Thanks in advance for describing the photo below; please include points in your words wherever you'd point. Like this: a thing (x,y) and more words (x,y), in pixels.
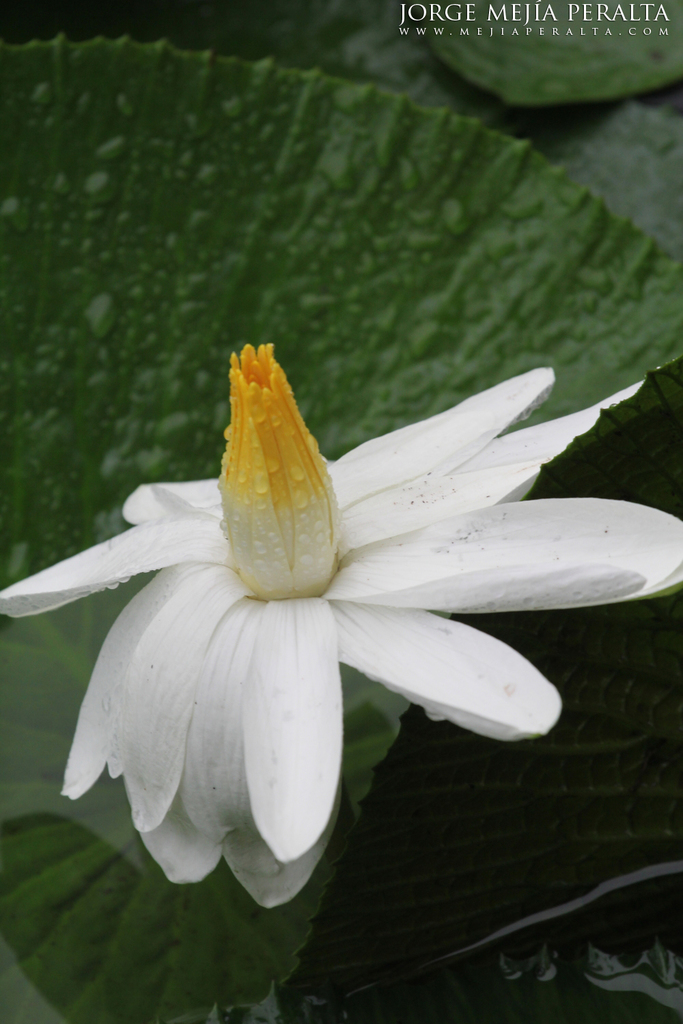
In this picture we can see a flower (259,480), leaves (617,410) and in the top right corner of an image (604,28) we can see some text (649,18).
